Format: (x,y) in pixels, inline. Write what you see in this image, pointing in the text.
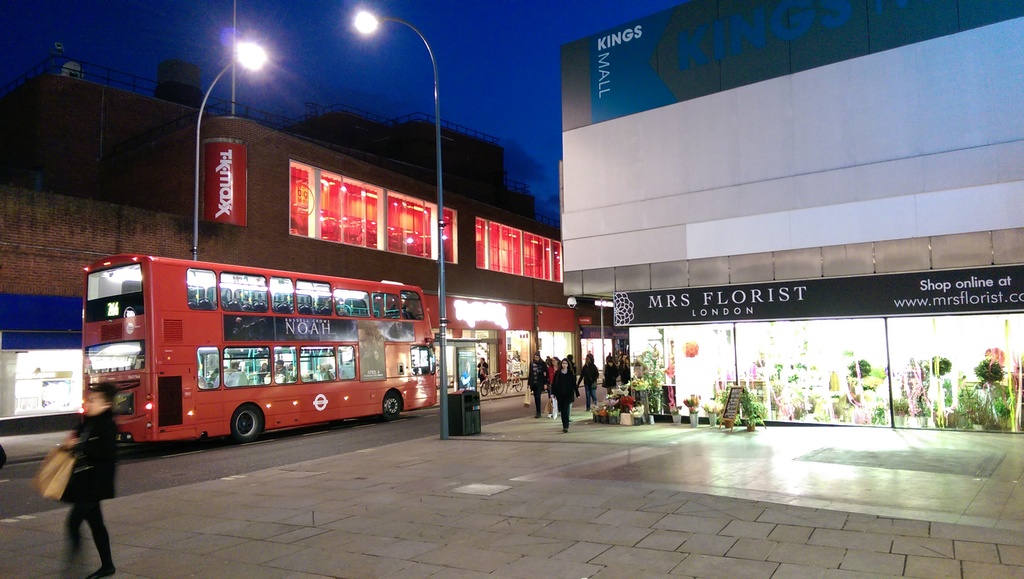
In the image there is a shopping mall (678,394) and there is a pavement (249,568) in front of the shopping mall (802,397), on the left side (141,492) there is a road (399,416) and on the road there is a bus (368,354). Behind the bus (101,267) there is a building (317,125).
